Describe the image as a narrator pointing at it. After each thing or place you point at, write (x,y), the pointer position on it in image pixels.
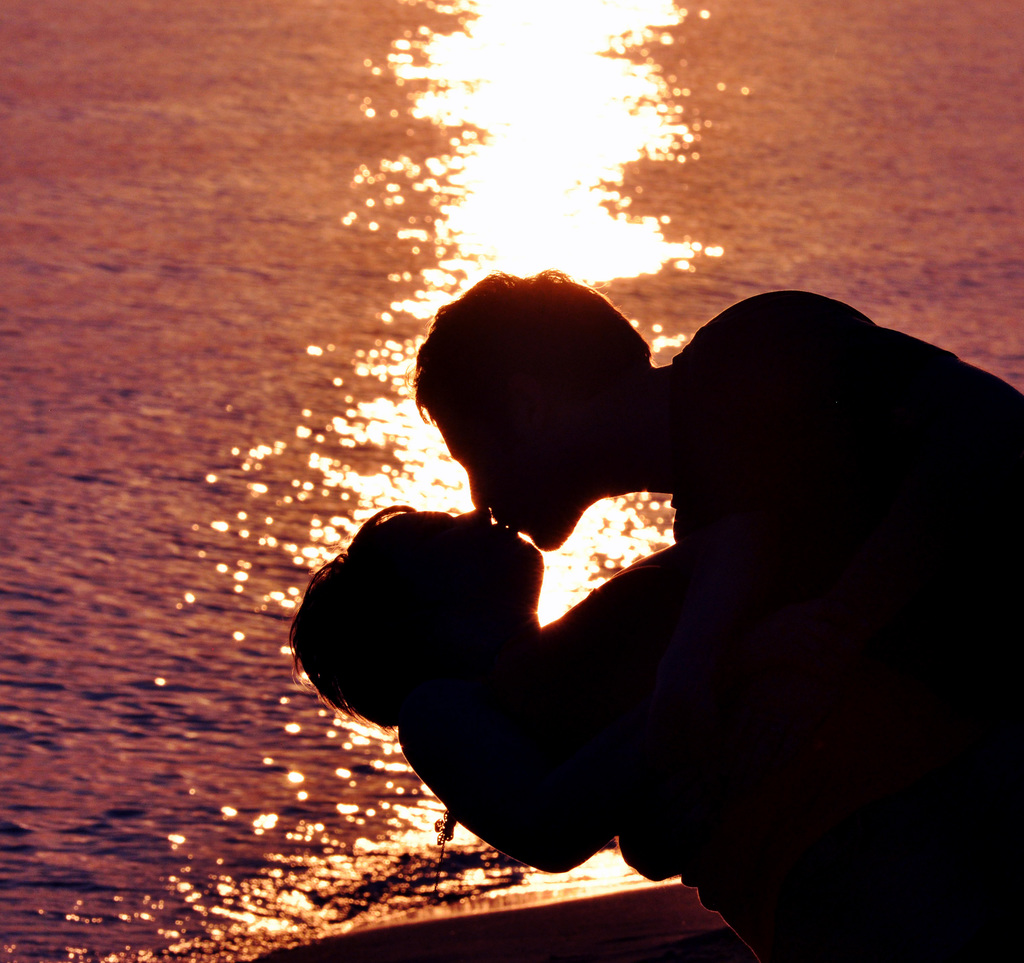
A person (669,434) and woman (396,594) are kissing. Silhouette picture. Background (15,533) there is water (238,386).
